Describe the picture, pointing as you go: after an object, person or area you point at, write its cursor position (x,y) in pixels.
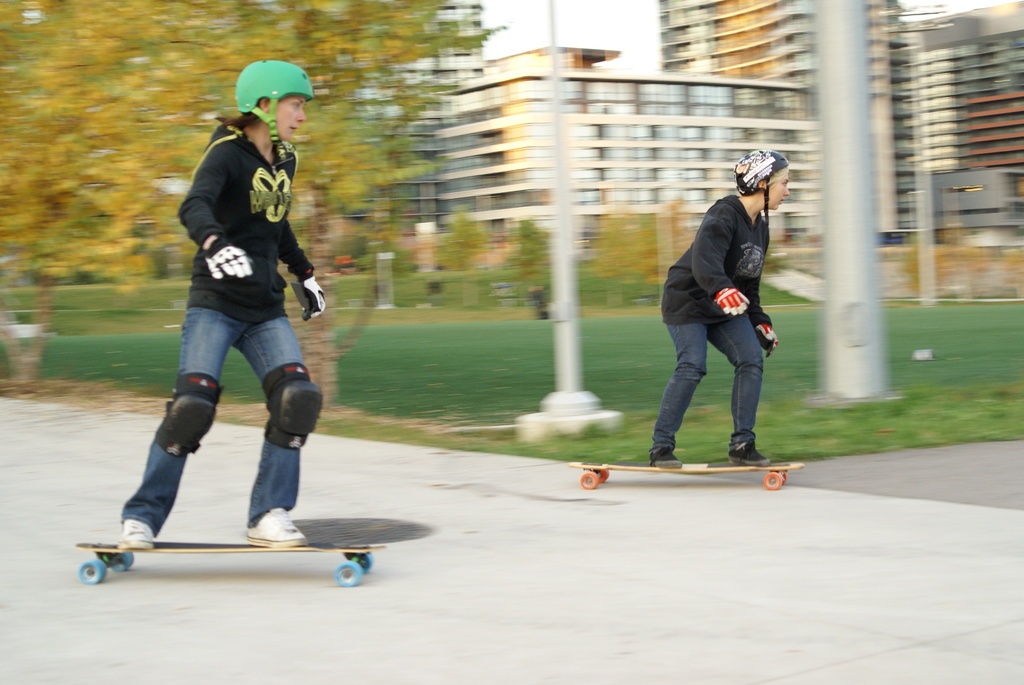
In this image we can see two persons (151,537) skating on the road (567,550) and there are few trees (136,79), poles (858,325), buildings (546,150) and the sky (566,29) in the background (664,29).
